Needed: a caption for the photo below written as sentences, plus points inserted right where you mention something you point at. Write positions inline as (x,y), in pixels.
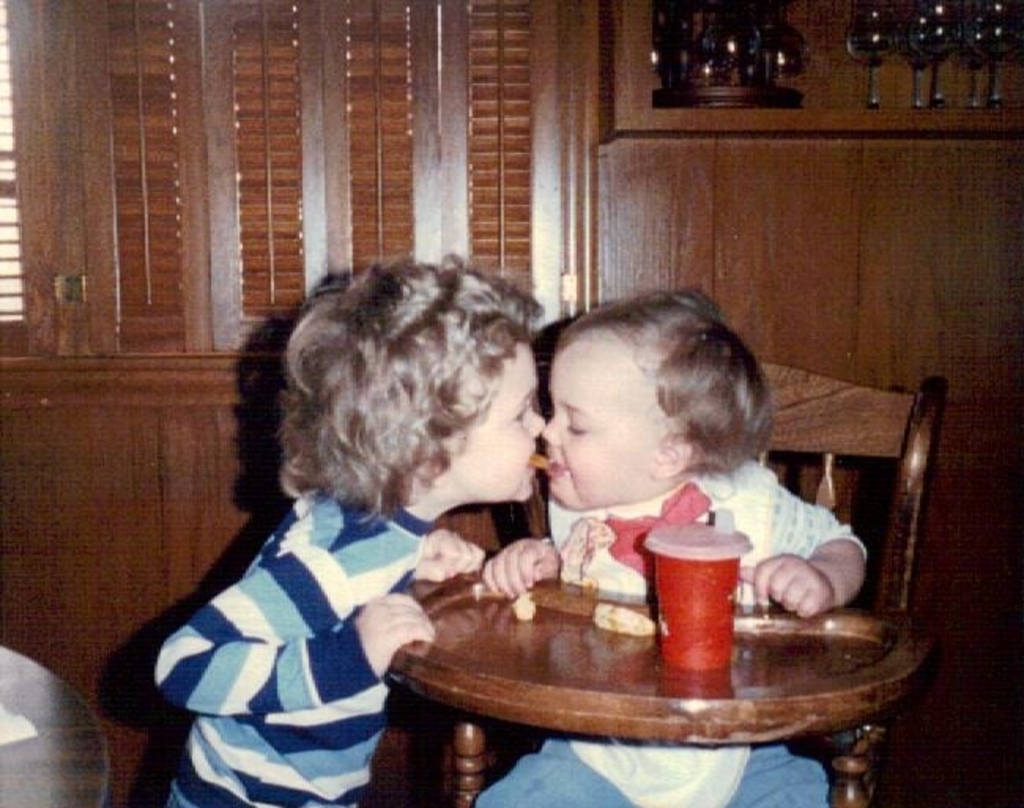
In this picture we can see two children's (565,392) and one is sitting on chair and other is keeping something food (534,466) in his mouth (553,469) and in front of them we have table (745,675) and on table (737,669) we can see glass (679,607) and in the background (266,486) we can see wall (499,532), glasses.
